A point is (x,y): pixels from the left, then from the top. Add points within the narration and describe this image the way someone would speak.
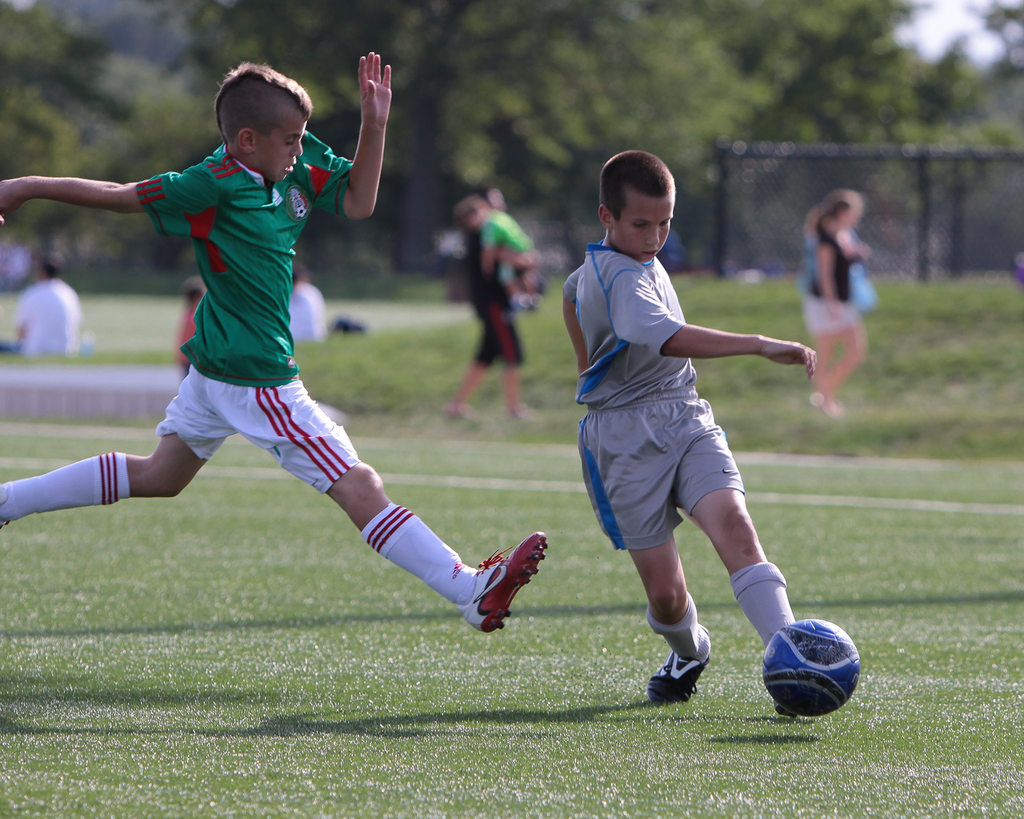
There are two kids (632,433) running in the ground (698,555) playing with a ball (810,672). In the background (850,292), there are some people (479,264) walking. And we can observe trees (533,49) here.
